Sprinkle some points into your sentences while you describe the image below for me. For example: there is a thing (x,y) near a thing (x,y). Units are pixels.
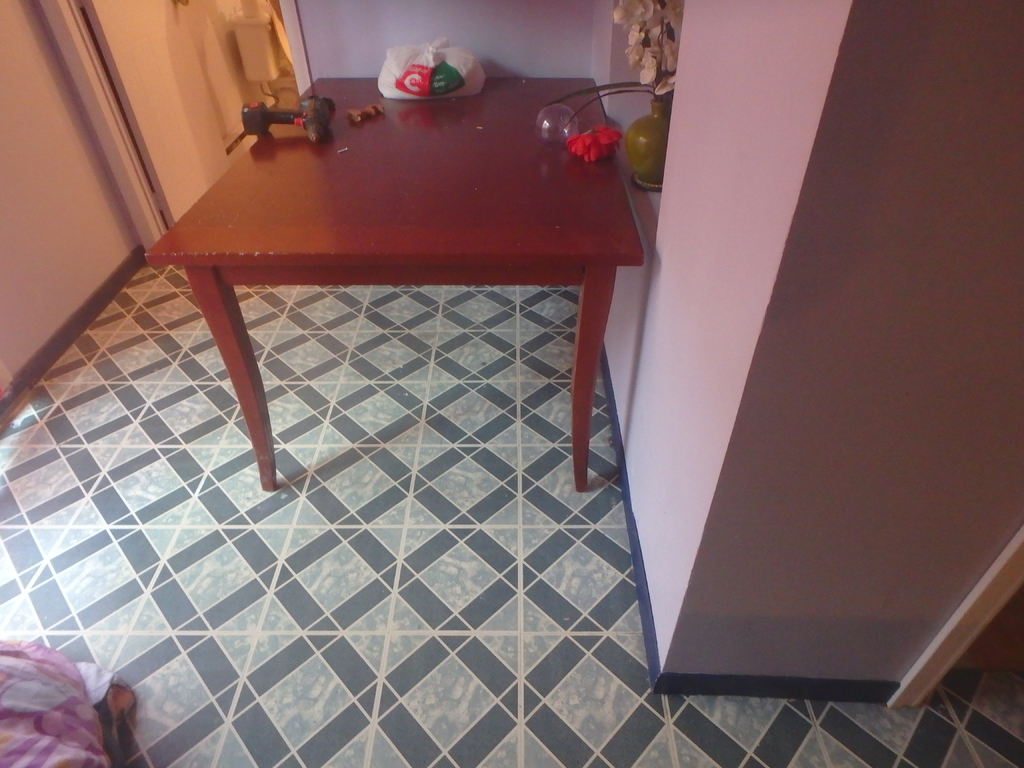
This is an inside view of a room (804,112). On the right side (771,294) there is a wall (748,330). Beside the wall (748,368) a table (347,285) is placed on the floor (480,568). On the table (296,194) there are few objects (276,123). In the bottom left (46,749) there is a cloth (31,698).
